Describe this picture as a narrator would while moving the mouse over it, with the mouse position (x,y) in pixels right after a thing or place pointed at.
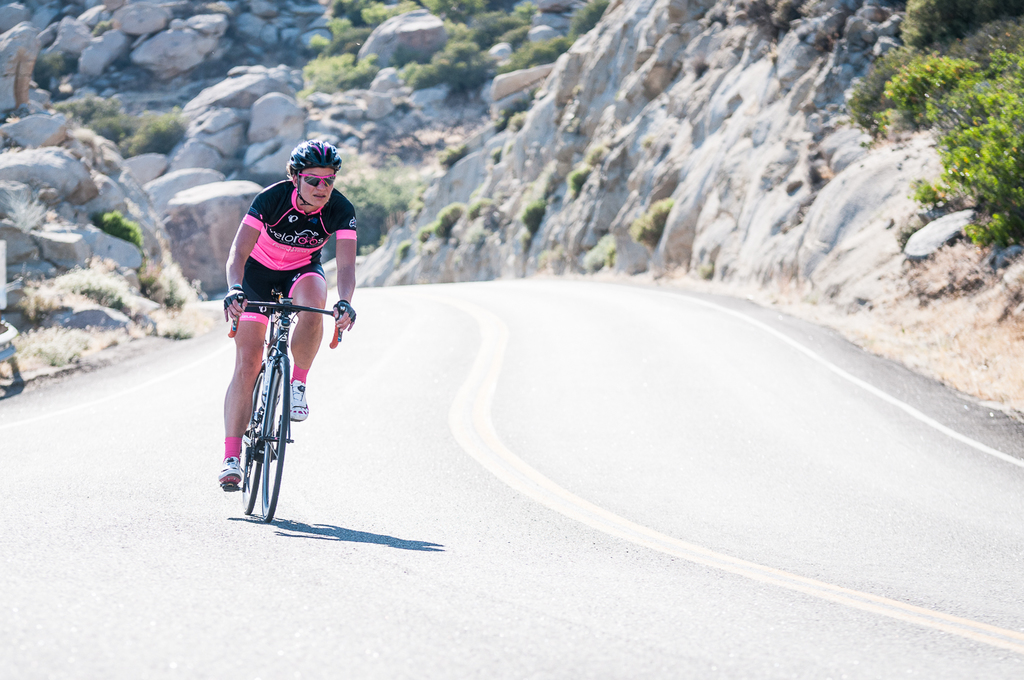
In this image we can see a person (261,336) riding a bicycle (269,359) wearing a helmet (304,161). At the bottom of the image (356,590) there is road (493,571). In the background of the image (561,142) there are stones (113,36), plants (404,74).
